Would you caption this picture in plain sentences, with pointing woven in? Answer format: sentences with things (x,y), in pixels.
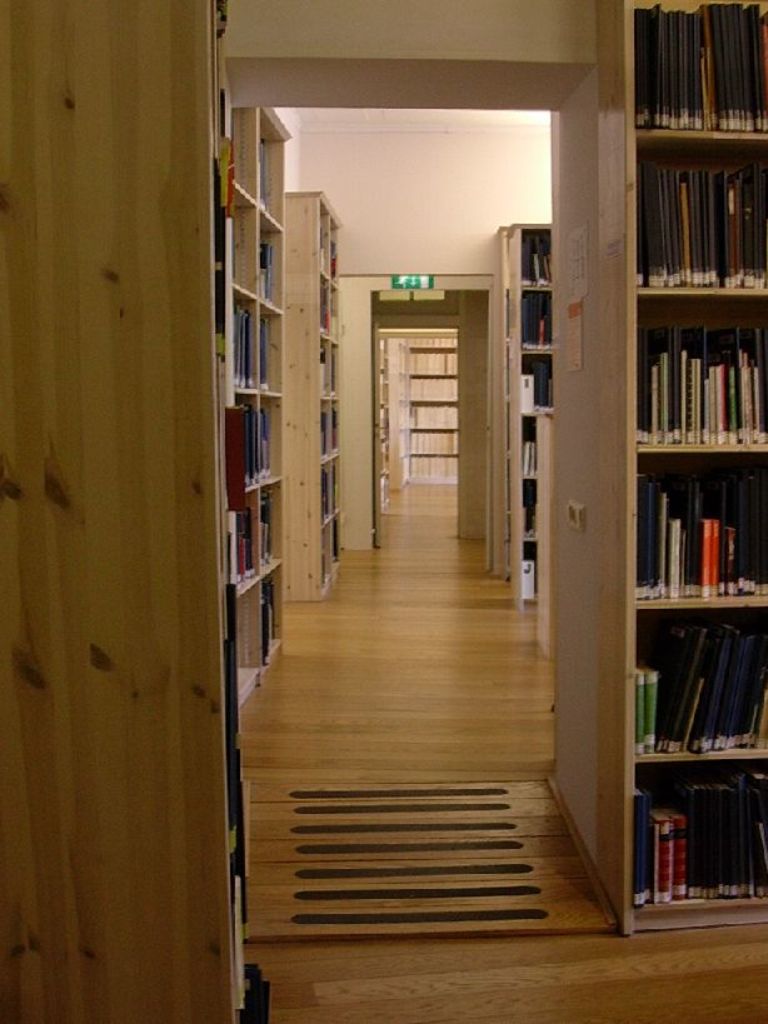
This picture show about the view of the library (499,531). In front (730,794) there is a wooden wardrobe (698,448) full of books (719,726).
